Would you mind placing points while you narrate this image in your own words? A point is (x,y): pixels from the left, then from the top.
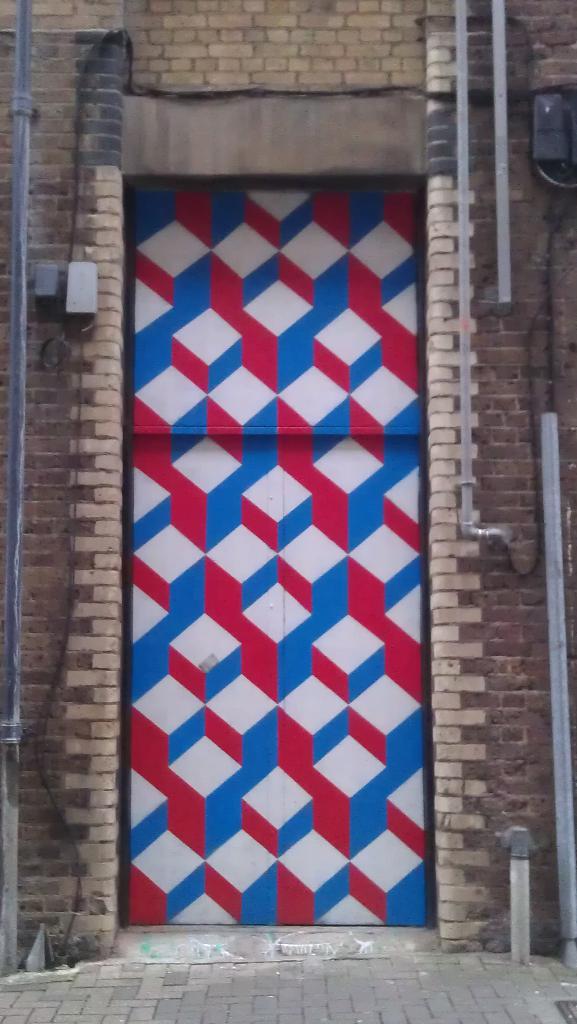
In the center of the image (239,624) there is a closed door (211,288). There are pipes (20,436) and there are some objects (538,144) attached to the wall (197,53).
